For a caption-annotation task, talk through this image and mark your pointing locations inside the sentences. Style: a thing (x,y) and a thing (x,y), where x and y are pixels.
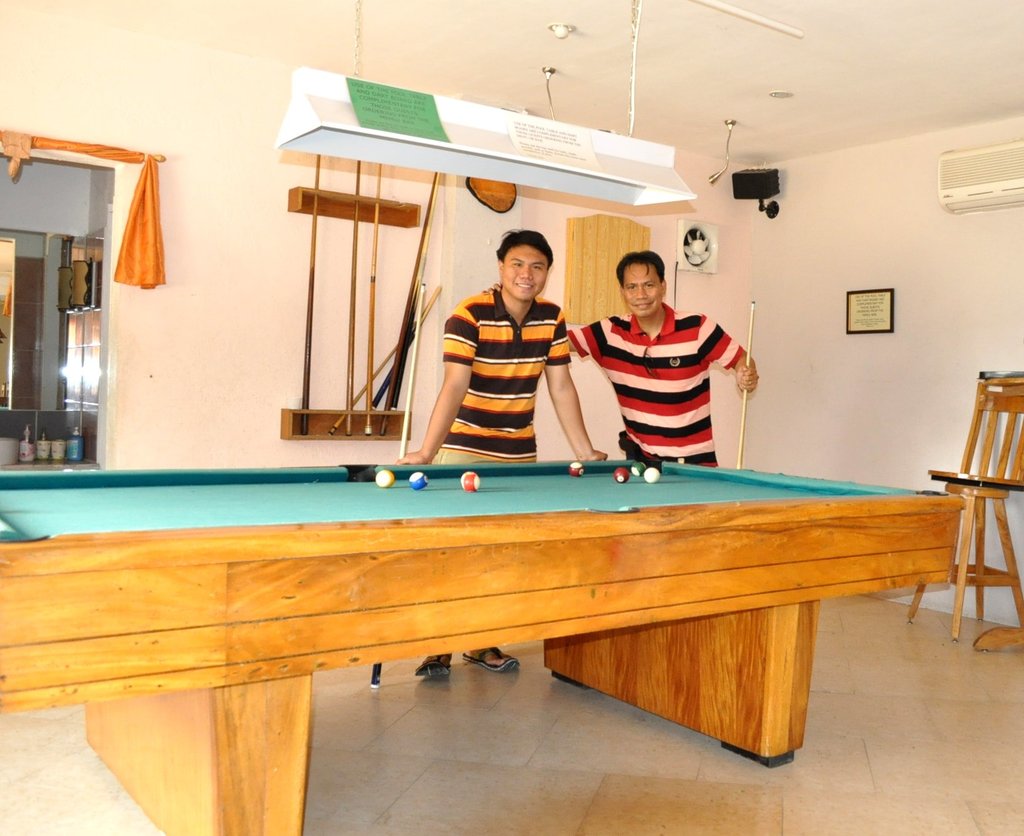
This picture is clicked in a room (984,400). Here, we see snooker pool game (459,488). Two men (514,434) are standing beside the table (545,531) and both of them are smiling. Behind them, we see a white wall (236,337) on which cue rack (381,210) is placed. Beside that, we see orange curtain (130,231).
